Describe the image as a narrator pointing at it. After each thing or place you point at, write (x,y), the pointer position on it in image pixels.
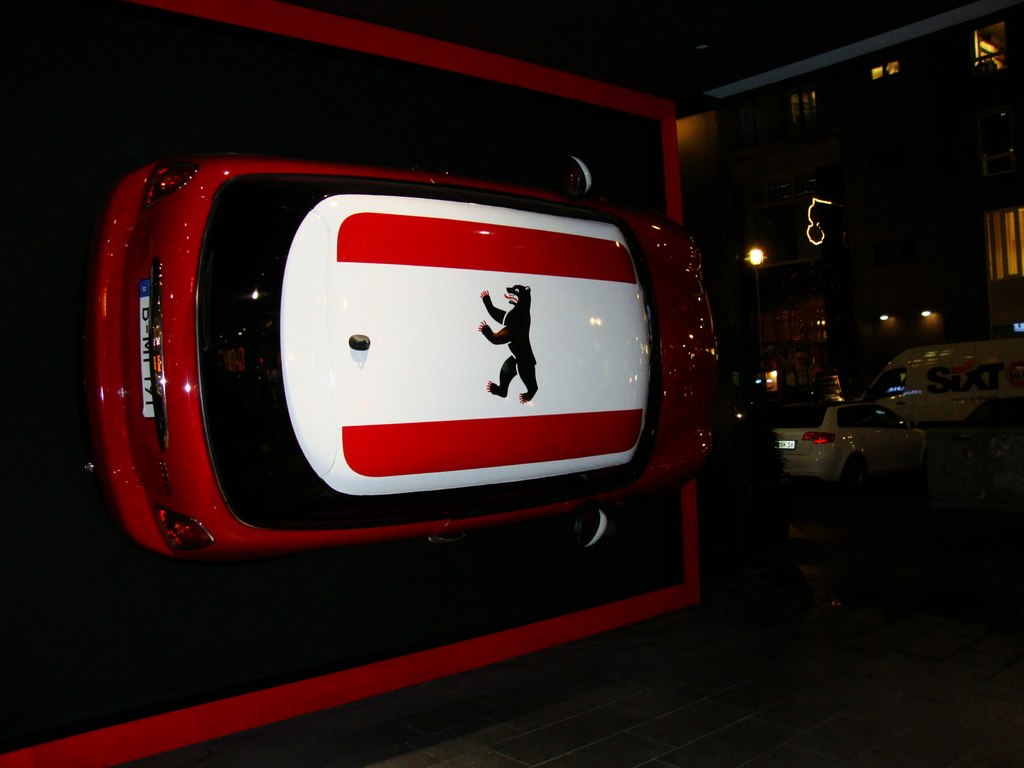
In this picture we can observe a car (534,500) on the wall (61,376). This car (351,223) is in red and white colors. We can observe some vehicles (830,445) on the road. The background (935,199) is dark.
